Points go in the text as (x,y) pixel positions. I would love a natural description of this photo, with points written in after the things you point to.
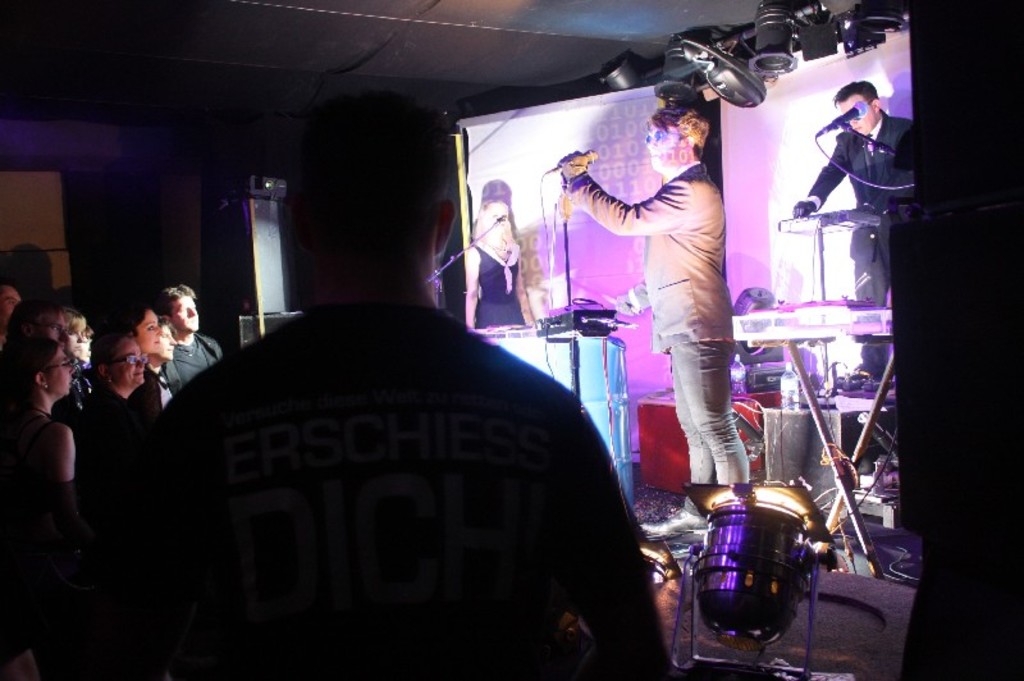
On the left side of the picture (80,421), we see a group of people (142,411) are standing. In front of the picture, we see a man (510,484) is standing. In the middle of the picture (670,322), we see three people (822,190) are standing on the stage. The man (721,421) in the middle (656,239) is holding a microphone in his hands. I think he is singing the song on the microphone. Beside him, we see music stand (586,330) and drums (565,365). Behind him, we see the musical instruments (823,300). In the background (525,139), we see a banner (747,146) or a projector screen (739,250) in white color.
